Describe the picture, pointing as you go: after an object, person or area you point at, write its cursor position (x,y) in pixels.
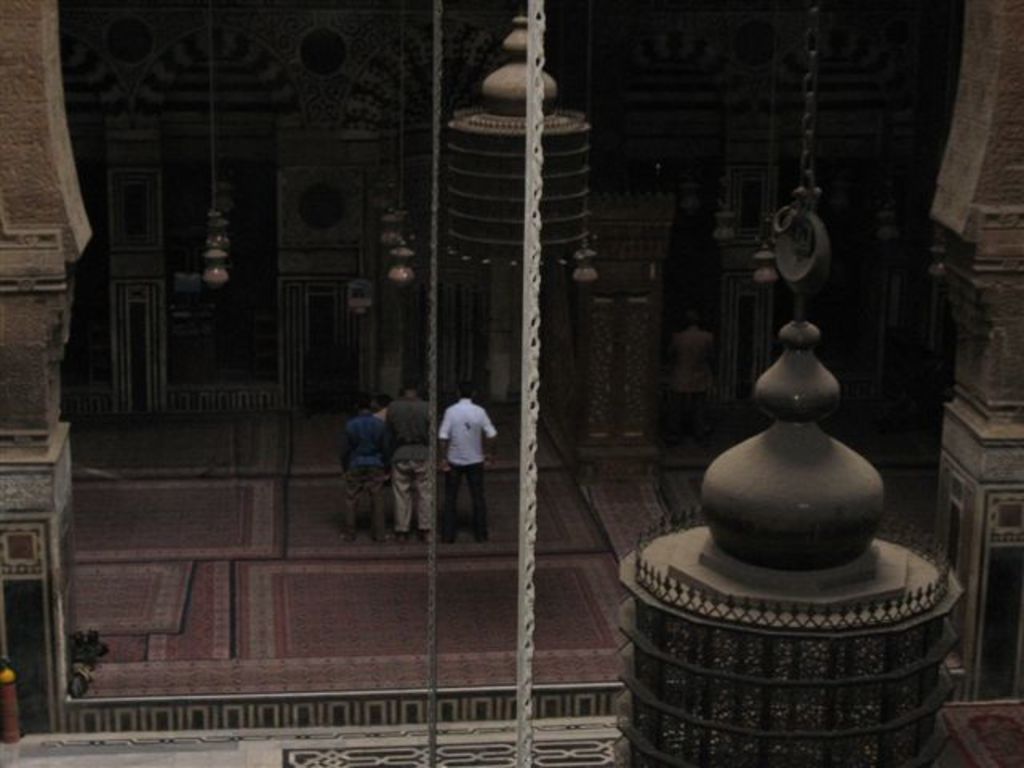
In the picture I can see inside view of a mosque (366,359) and I can see some persons (426,466) standing.
